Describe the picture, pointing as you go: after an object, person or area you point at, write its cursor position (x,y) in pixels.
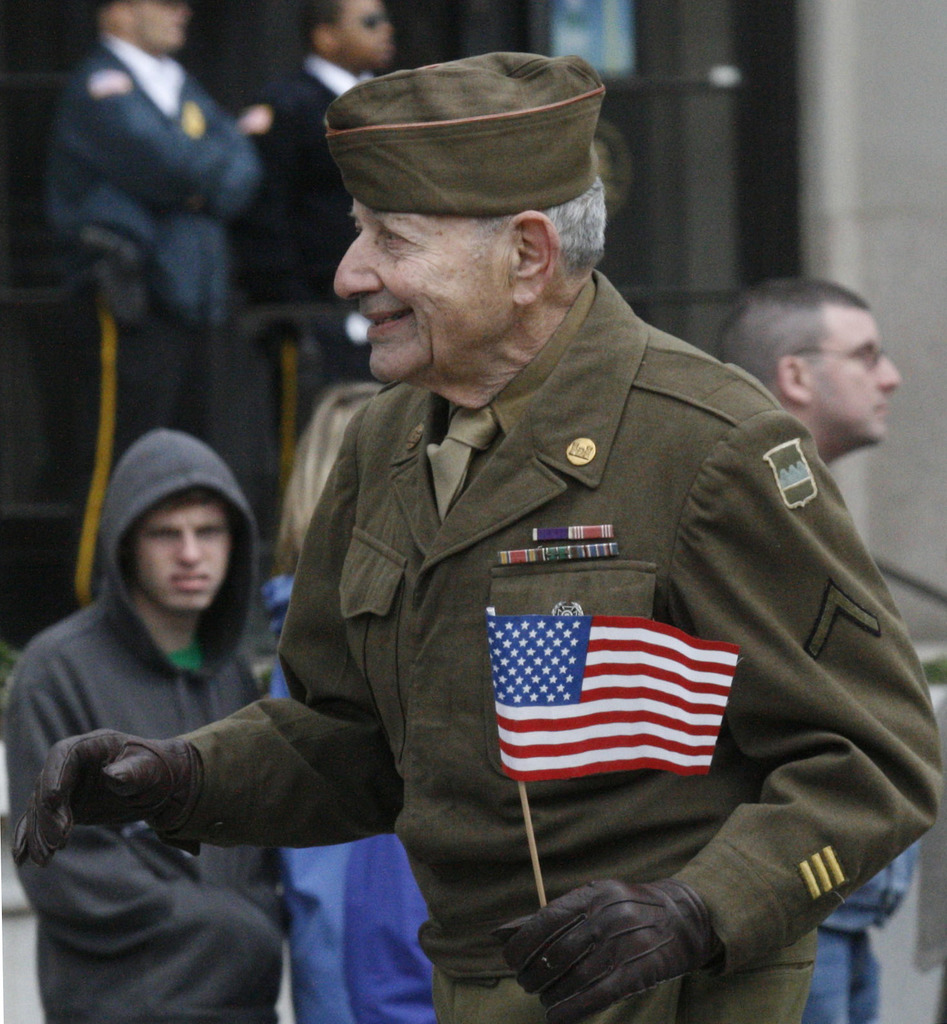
In this image I can see there is an old man (481,128) standing and he is wearing a uniform (441,406) and holding the flag (514,635). There are few other people (45,673) in the background (153,237) and the background of the image (155,299) is blurred.
